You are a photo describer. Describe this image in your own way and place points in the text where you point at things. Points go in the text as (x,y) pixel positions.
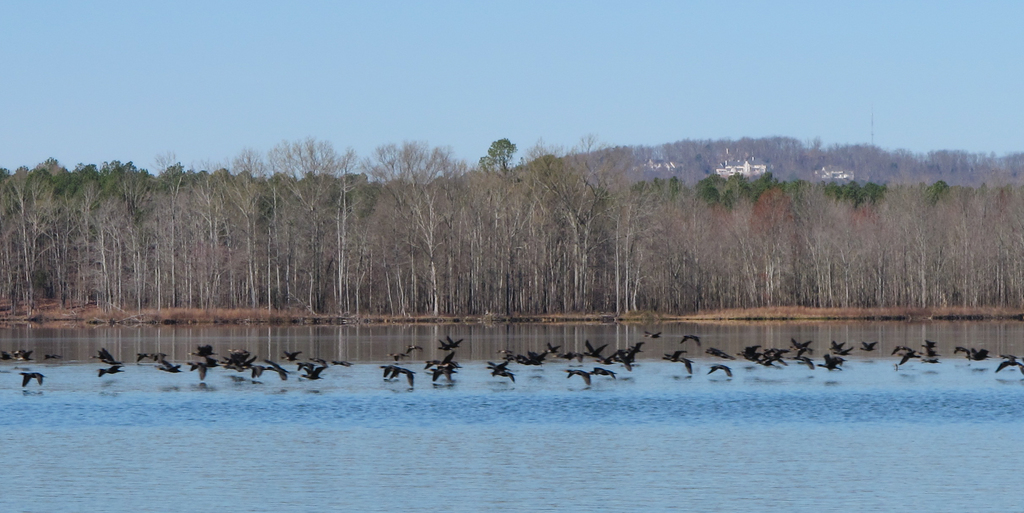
In this image there is water (472,446) at the bottom (443,457). Above the water (269,383) there are so many black color birds (535,354). In the background (490,256) there are tall trees (432,253). At the top (305,51) there is the sky (284,58).
